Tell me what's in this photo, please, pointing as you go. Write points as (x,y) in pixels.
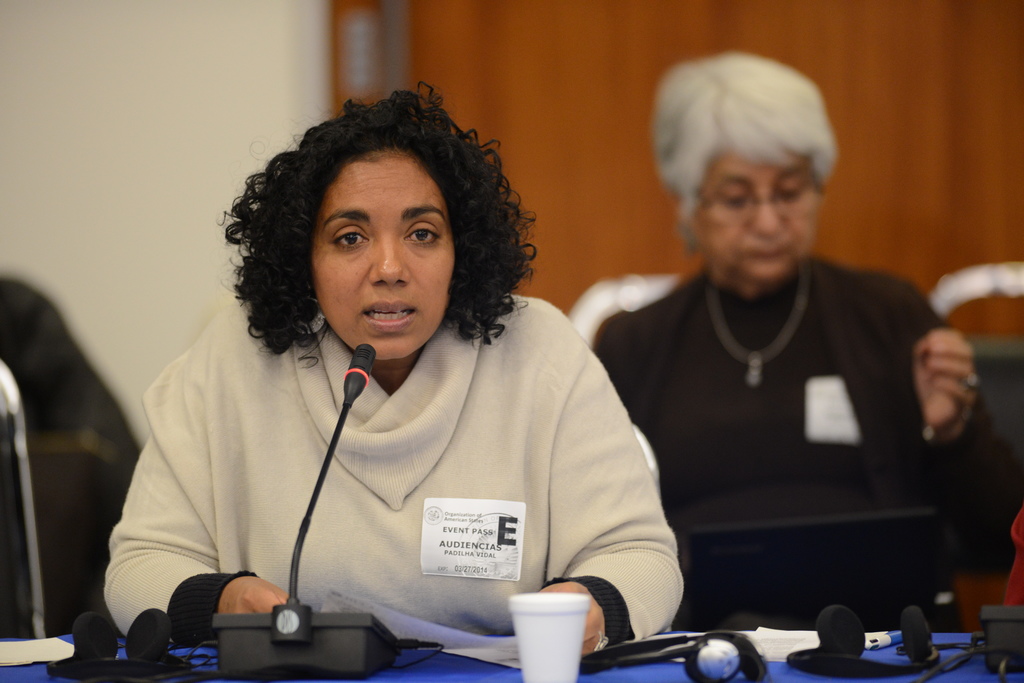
In this image I can see a woman (470,430) wearing cream sweater (460,421) is sitting on a chair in front of a blue colored desk (433,670) and on the desk (424,670) I can see a microphone (294,647), a headset (845,638), a white colored cup (546,654) and few other objects (804,639). In the background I can see another woman (792,349) wearing black dress (745,473) is sitting, the white colored wall (137,163) and the brown colored wall (579,86).
